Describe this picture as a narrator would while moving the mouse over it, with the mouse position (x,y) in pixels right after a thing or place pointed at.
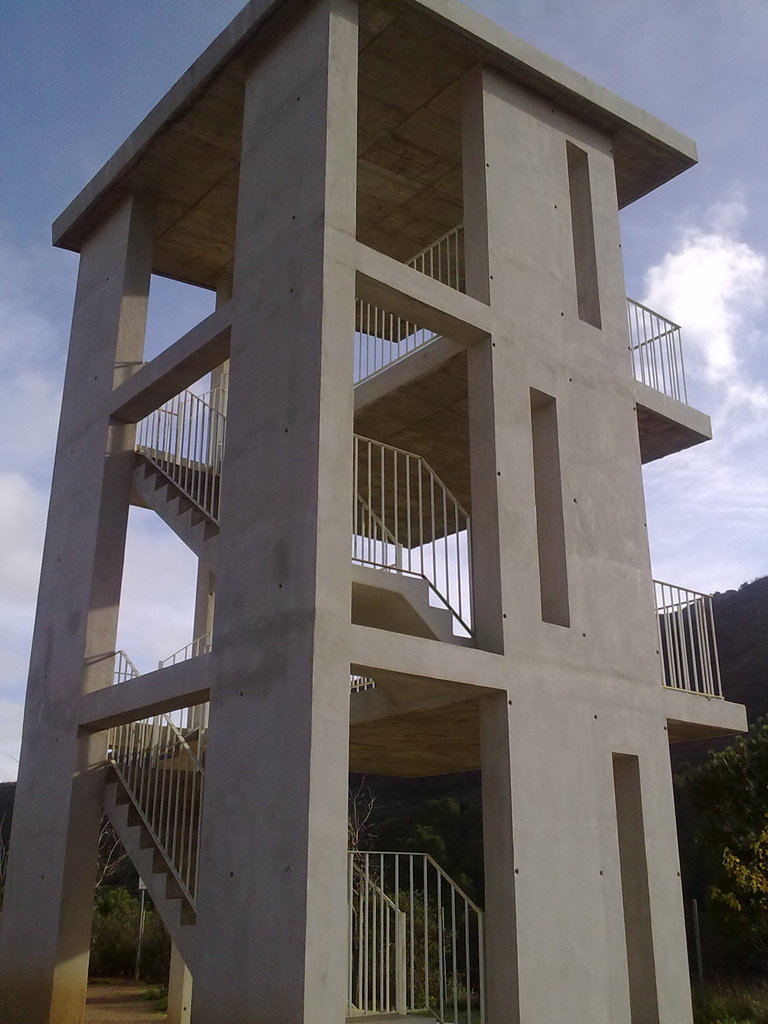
In this picture, we see a building (300,486) which has staircases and stair railing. On the right side (745,756), there are trees (749,742). In the background (52,131), we see the sky (36,110) and the clouds (724,572).
